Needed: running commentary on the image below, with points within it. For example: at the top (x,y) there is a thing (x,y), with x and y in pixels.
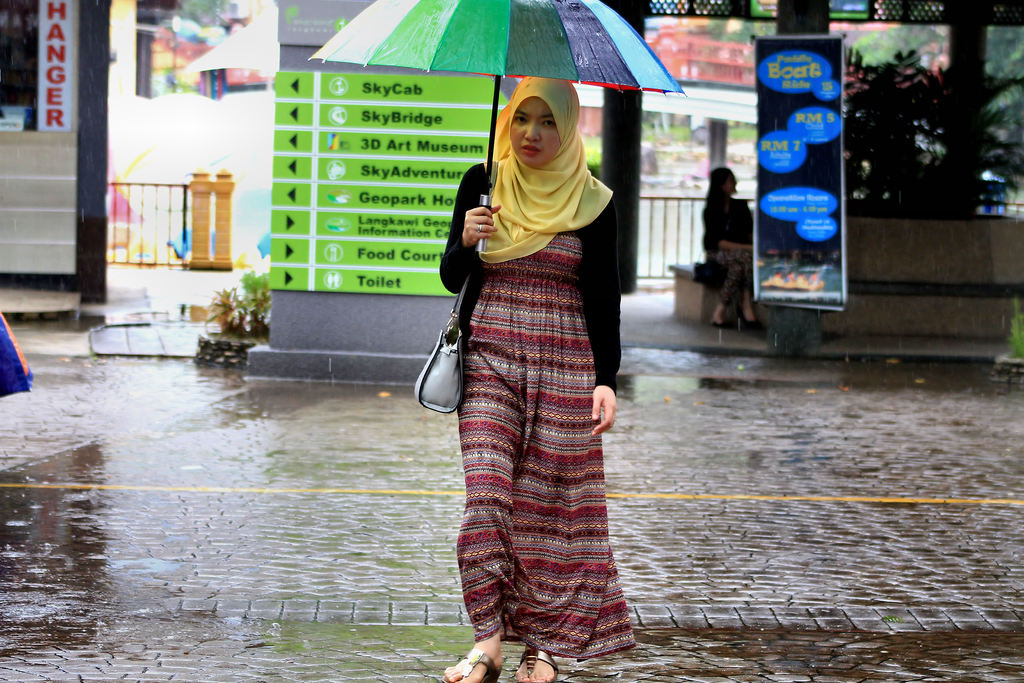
In this image we can see a woman (605,332) walking on the road (586,674) and she wore a bag (425,373). She is holding an umbrella (527,1) with her hand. In the background (312,296) we can see a board (316,195), banner (777,223), plants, person (735,194), fence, and few objects (146,78).
